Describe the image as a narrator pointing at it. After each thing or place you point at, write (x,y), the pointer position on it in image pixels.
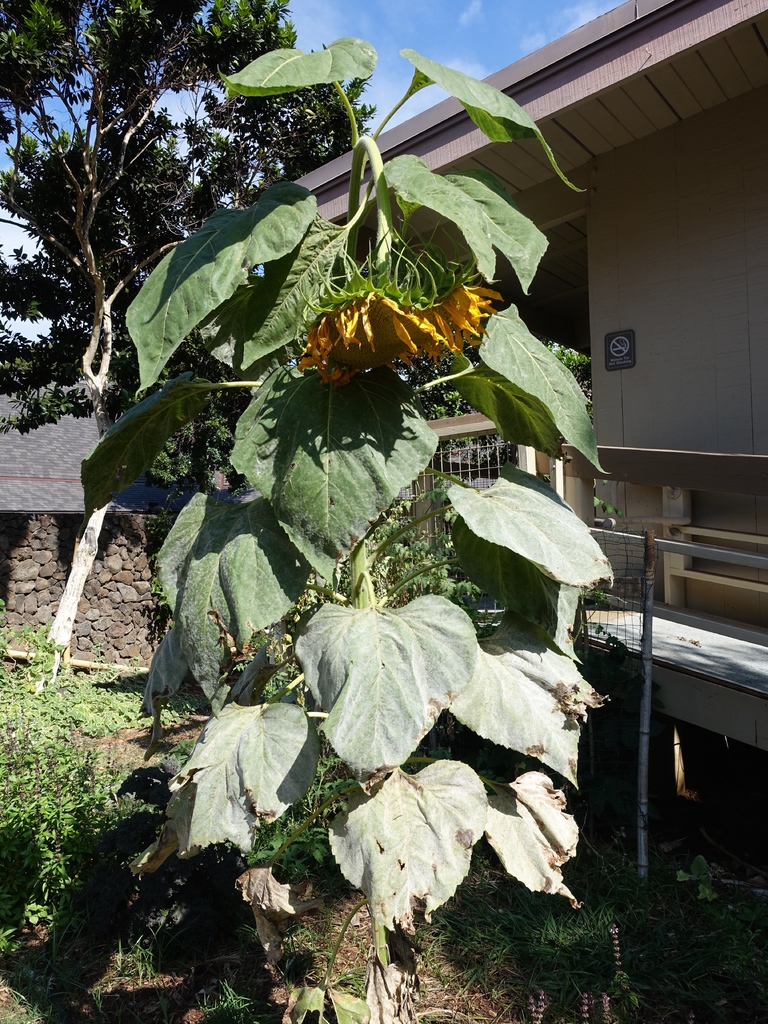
In the center of the image (357,459), we can see a plant (339,466) with flowers (333,317) and in the background (206,164), there are trees (260,152) and a building (638,348) and we can see a mesh (626,593). At the bottom (62,778), there are plants (13,690) and there is ground (471,993). At the top (442,36), there are clouds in the sky (432,44).
